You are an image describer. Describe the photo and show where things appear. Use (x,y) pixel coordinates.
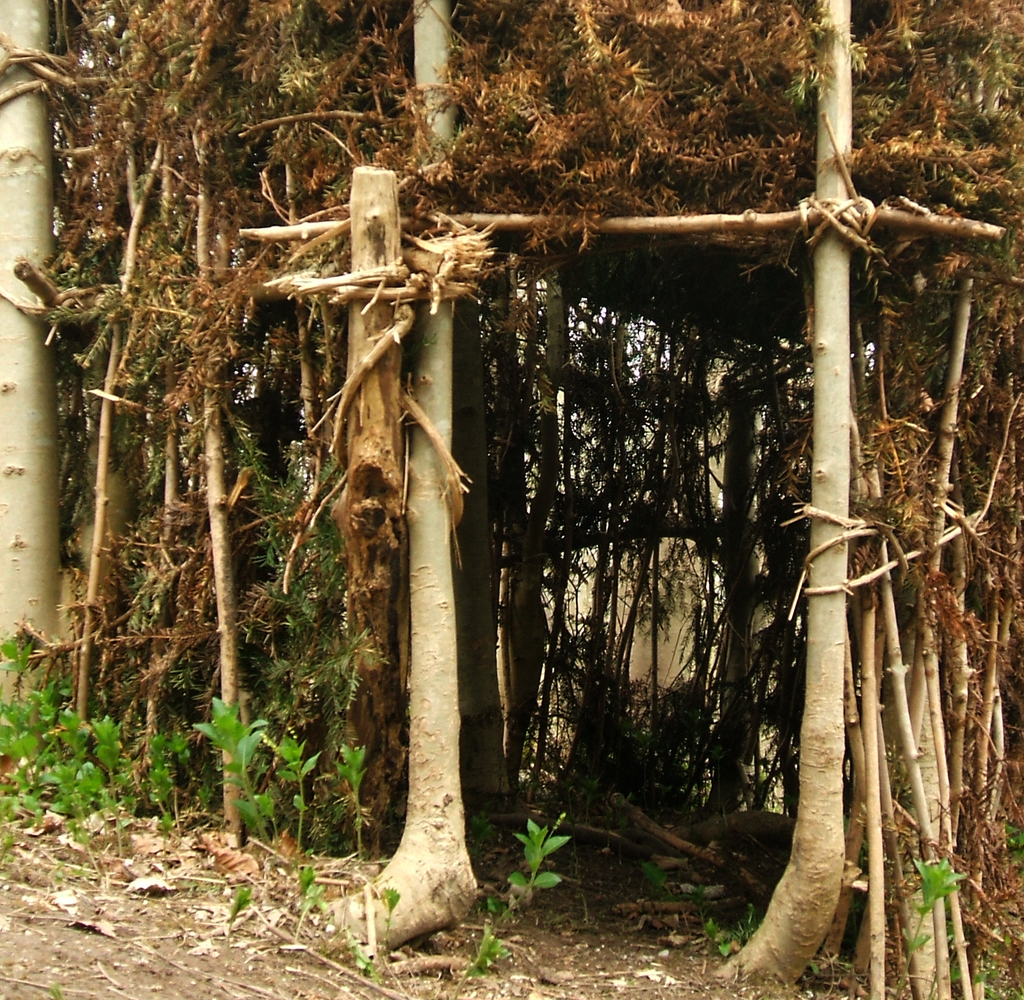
A picture of a hut (873,599). In-front of the hut (321,546) there are plants (25,706).
